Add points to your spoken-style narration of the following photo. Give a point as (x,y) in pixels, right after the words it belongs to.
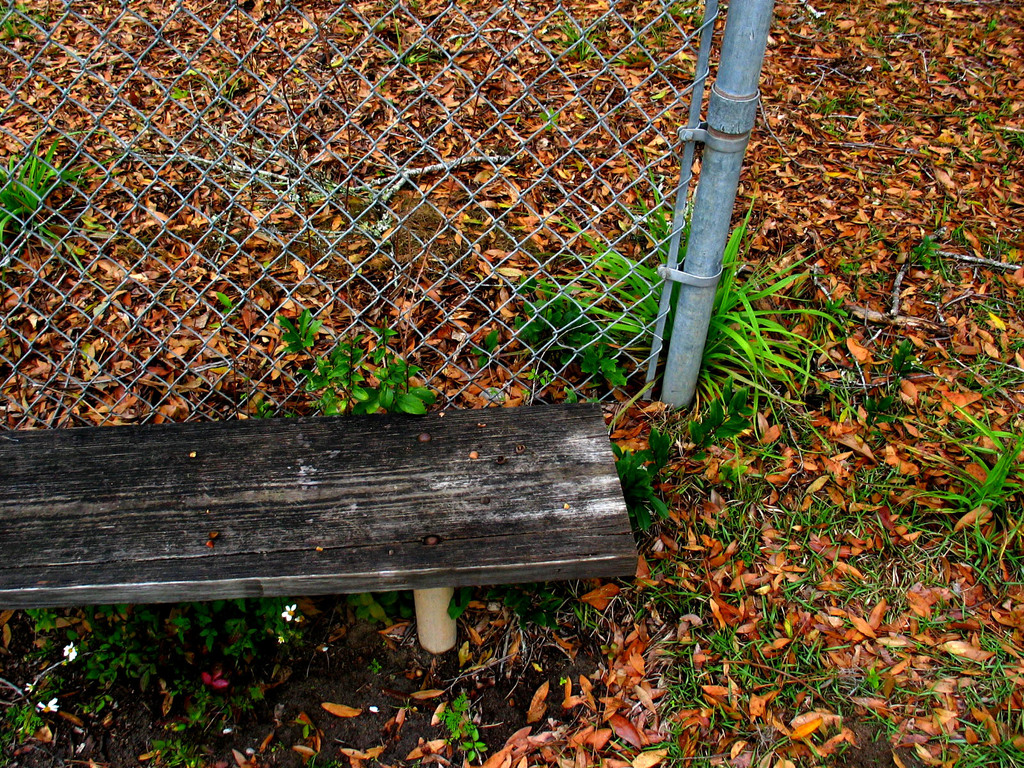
In this image we can see a bench (432,627), mesh (581,32), pole (737,14), dried leaves (689,515), and plants (732,393).
